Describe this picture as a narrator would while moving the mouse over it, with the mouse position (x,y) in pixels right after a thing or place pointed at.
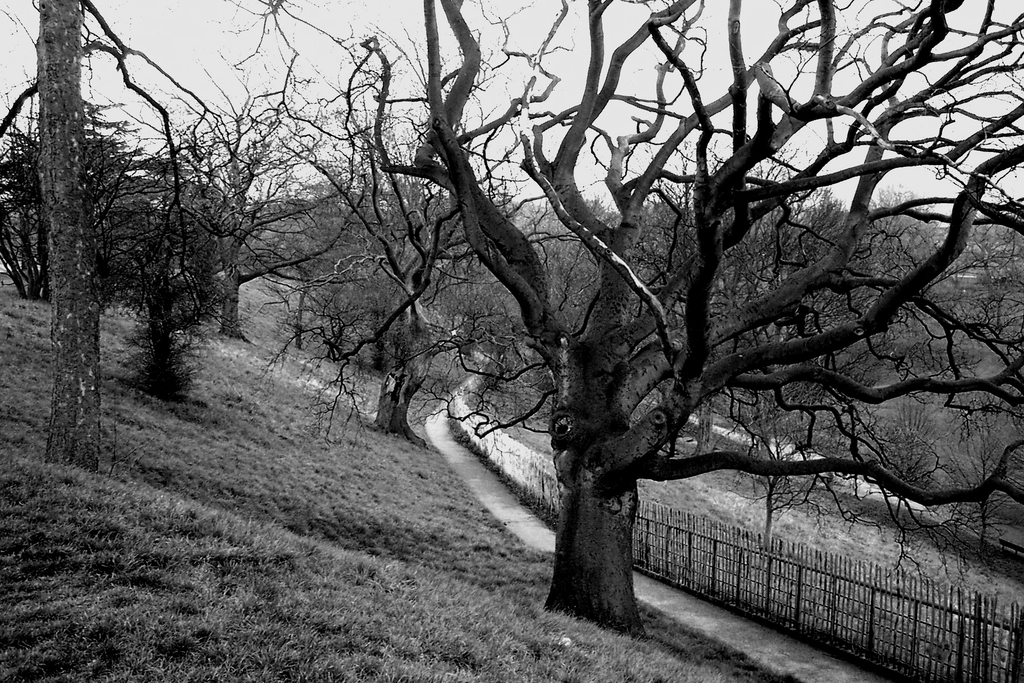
This image is taken outdoors. At the top of the image (292,28) there is the sky (872,49). At the bottom of the image (455,623) there is a ground (200,568) with grass (267,515) on it and there is a wooden fence (726,568). In the middle of the image (573,275) there are many trees (99,303) with stems (622,469) and branches (855,466).
